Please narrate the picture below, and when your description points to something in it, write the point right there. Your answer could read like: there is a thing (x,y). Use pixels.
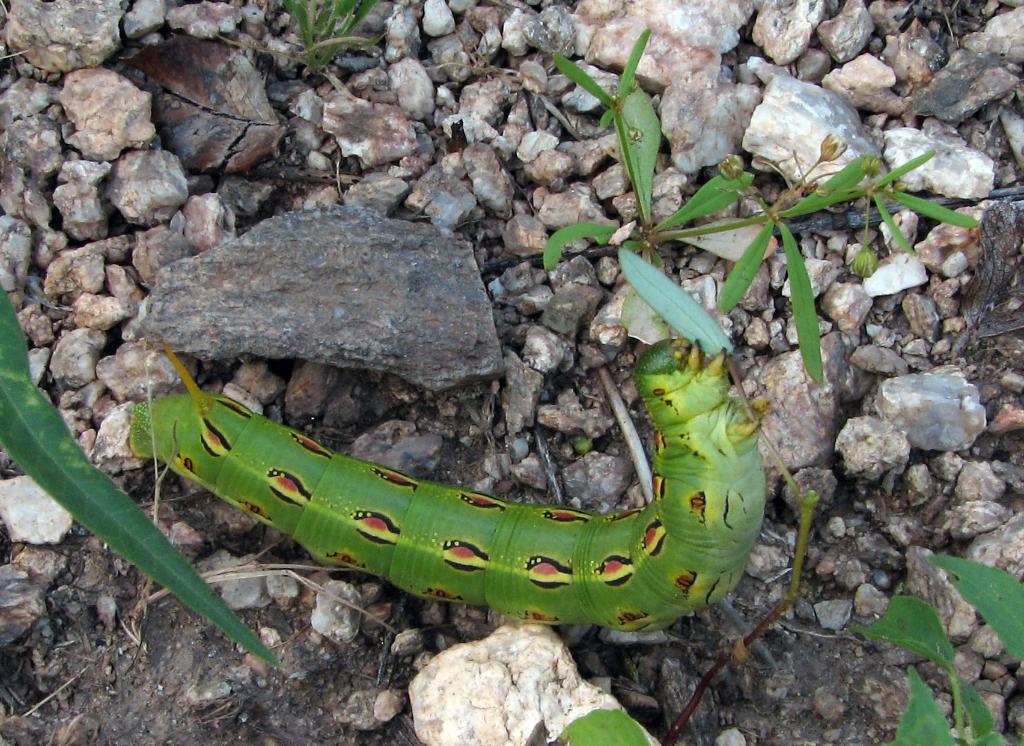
In this image, we can see a green color insect (587,524) on the ground (561,492), there are some small stones (396,124) and there are some green leaves (982,743).
